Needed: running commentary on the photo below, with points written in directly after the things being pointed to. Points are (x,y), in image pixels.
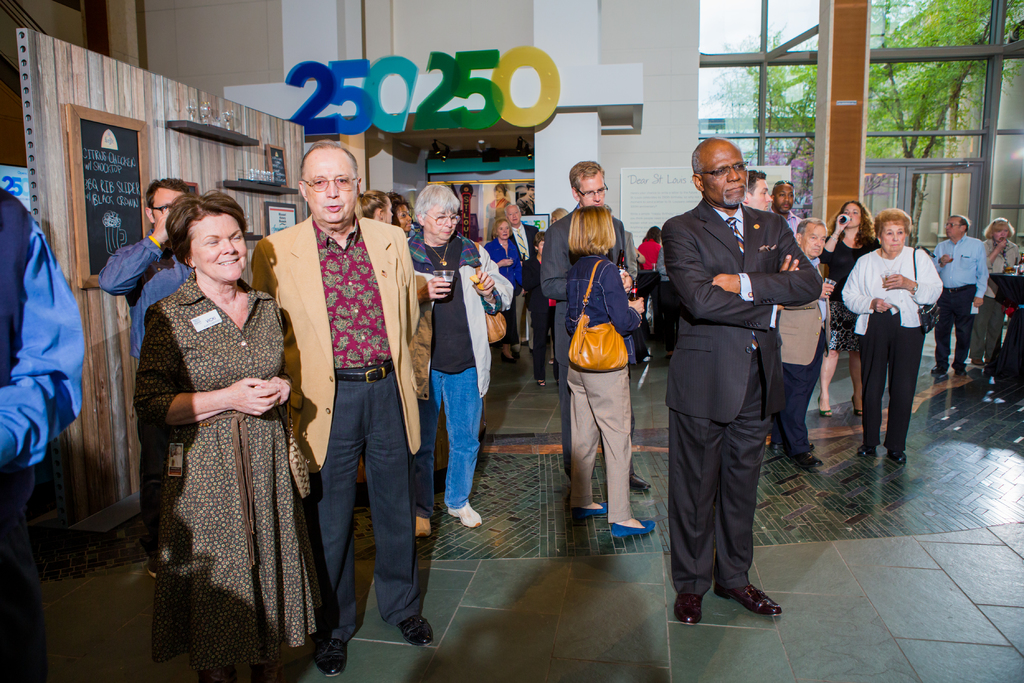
The picture is taken inside a building (957,163). In this picture there are men (755,343) and women (834,316) standing. On the left (79,100) there is a wooden wall (161,140), to the there are boards (106,172), cupboards (196,126), in the cupboards (214,134) there are glasses (226,117) and other objects (276,221). In the center of the background (328,95) there are numbers (500,93), frames (494,195) and other objects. In the background (882,34) there are glass windows (874,58), outside the windows (902,65) there are trees (902,65).
